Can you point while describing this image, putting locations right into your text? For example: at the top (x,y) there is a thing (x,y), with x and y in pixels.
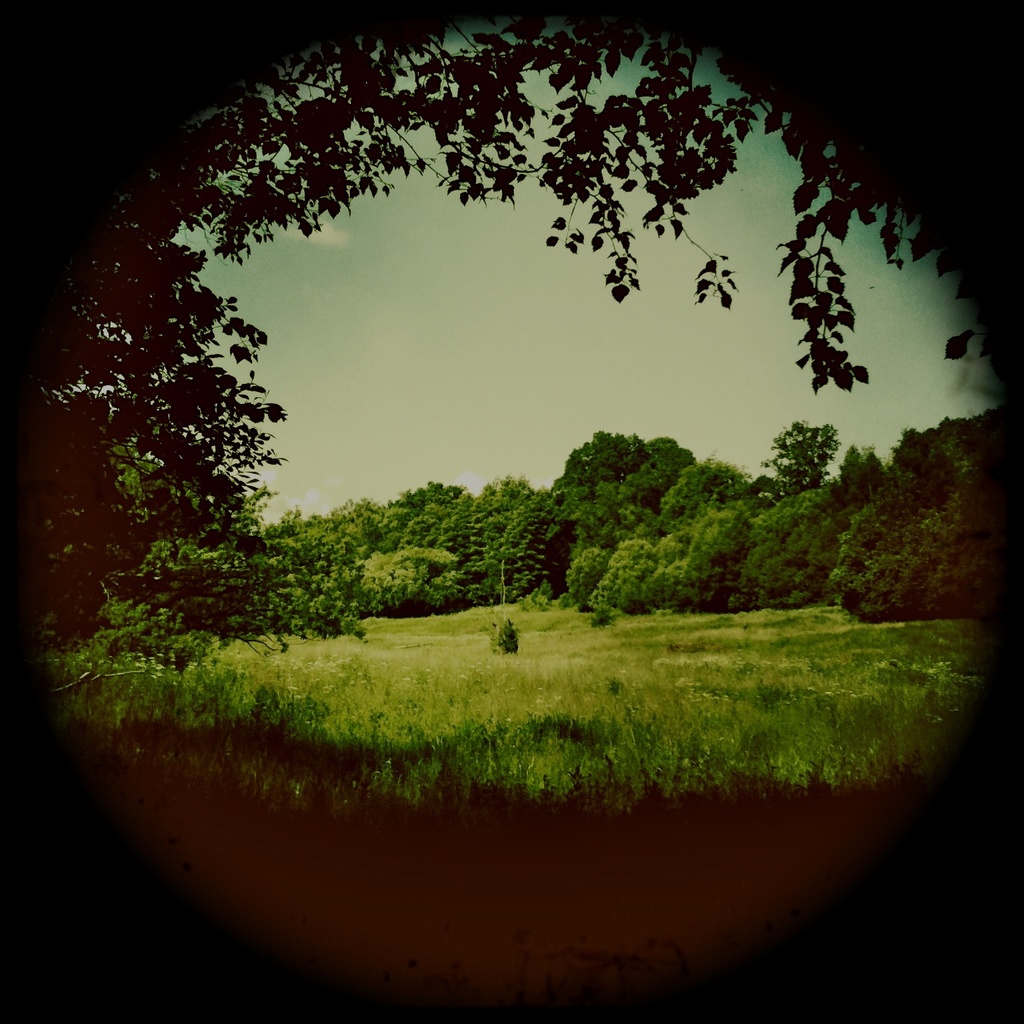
In this image there is a grassland (468,680), in the background (895,608) there are trees (870,557) and the sky (563,363).
